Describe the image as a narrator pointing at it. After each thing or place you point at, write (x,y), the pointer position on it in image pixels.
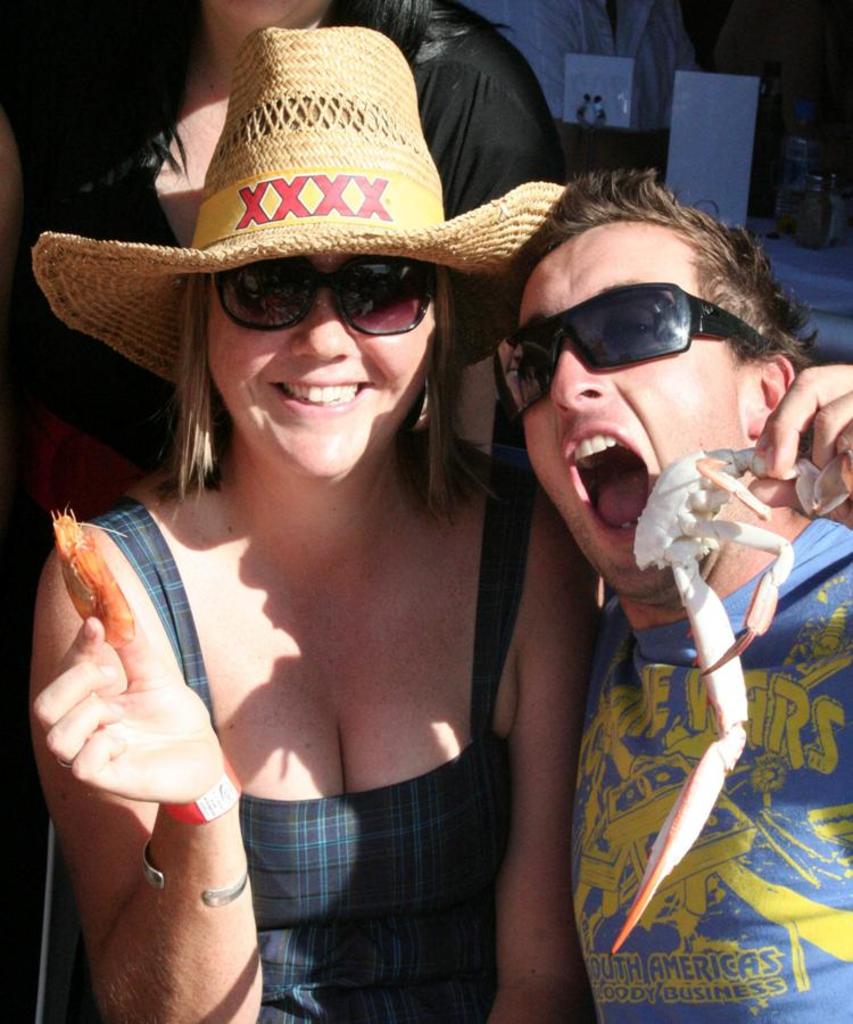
In this picture, we see a woman (504,605) is sitting and she is holding a prawn (106,610) in her hand (218,779). She is smiling and she is wearing the goggles (267,318) and a hat (243,196). She is posing for the photo. On the right side (852,846), we see a man (678,643) is standing and he is holding a crab (743,530) in his hands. He is wearing the goggles (615,299) and he is posing for the photo. Behind them, we see two people (531,17). On the right side (787,255), we see a table (848,281) on which a water bottle (800,182), small whiteboard (712,141) and small glass bottles (812,206) are placed.
